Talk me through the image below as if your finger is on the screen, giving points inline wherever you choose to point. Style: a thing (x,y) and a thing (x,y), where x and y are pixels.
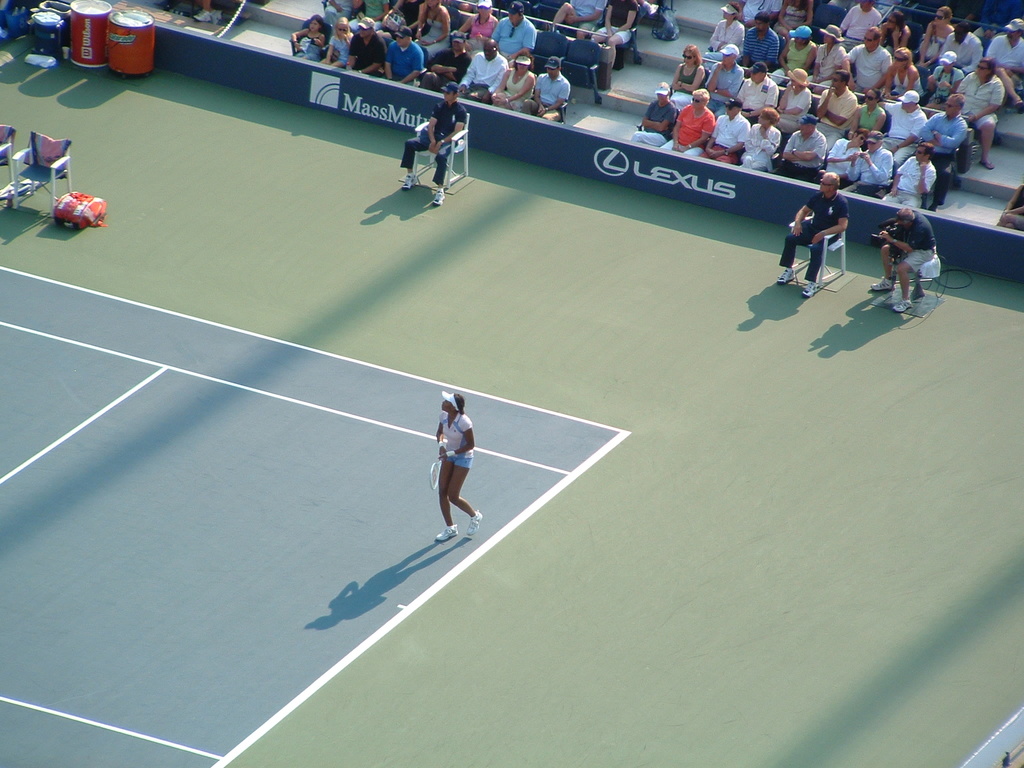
There is one person (461,444) standing in the ground (434,499) and holding a bat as we can see at the bottom of this image (450,540). There are some persons (408,185) sitting on a white color chairs (462,134) inside to this ground (490,199). There are some persons (481,7) sitting in a seating area (591,69) at the top of this image (693,29). There are some objects (48,59) and chairs (55,152) kept at the top left corner of this image (95,23).
